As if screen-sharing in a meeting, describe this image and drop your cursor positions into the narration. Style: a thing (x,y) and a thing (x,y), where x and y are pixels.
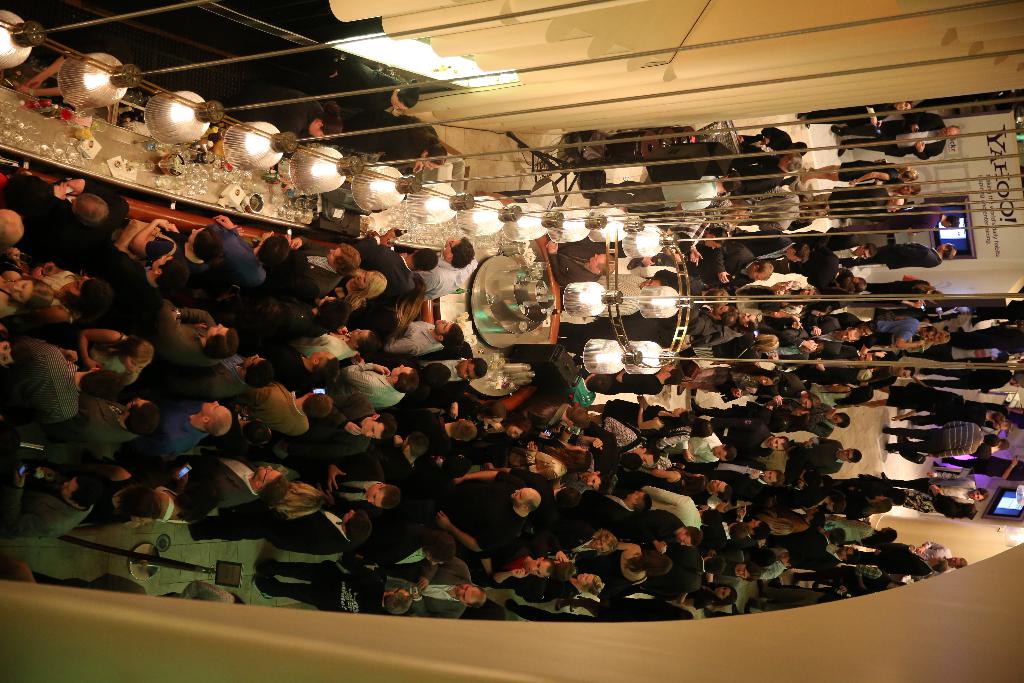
It is a tilted image there is a huge crowd (706,316) inside a room (787,226). It looks like some meeting and in the front (187,165) there is a table (202,192) and on the table (216,196) there are many bottles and glasses (446,227), in the background there is a big Yahoo banner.
